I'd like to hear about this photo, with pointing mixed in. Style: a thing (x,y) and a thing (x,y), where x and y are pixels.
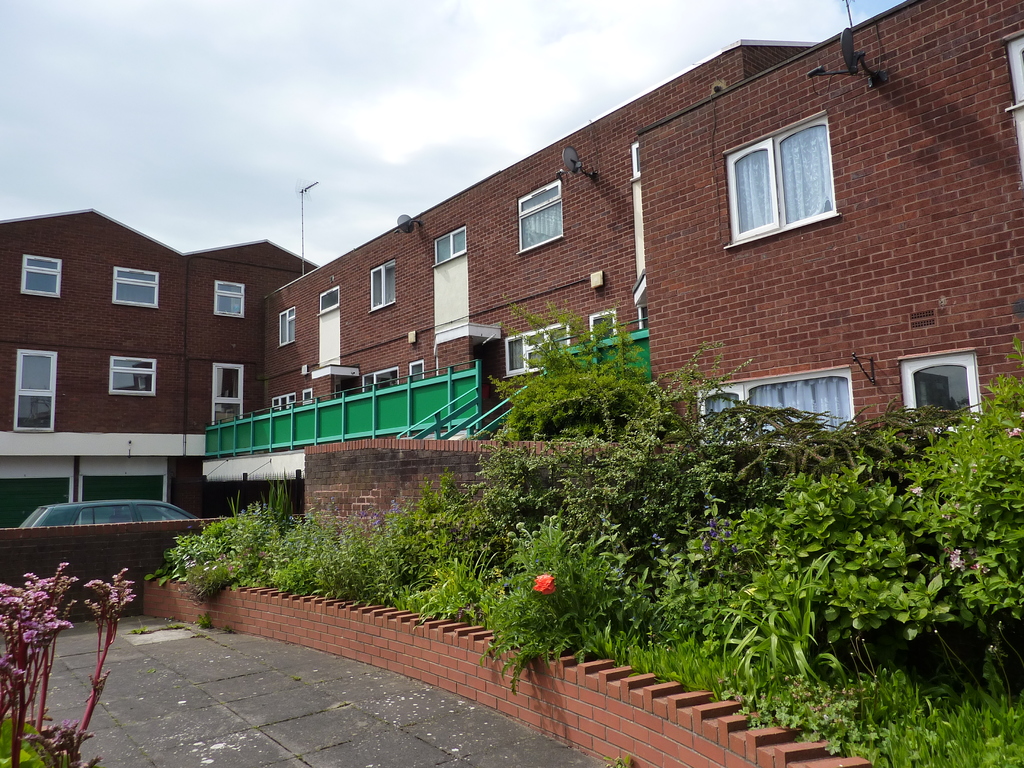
In this image in the middle (384,348) there is a building (815,285), walls (827,291), windows (763,208) and glass (763,208). On the bottom (353,671) there is a floor (287,683), plants (519,544) and flower (547,594). On the left (98,513) there is a car (85,513). At top (458,119) there is sky (245,114) and clouds (530,87).
